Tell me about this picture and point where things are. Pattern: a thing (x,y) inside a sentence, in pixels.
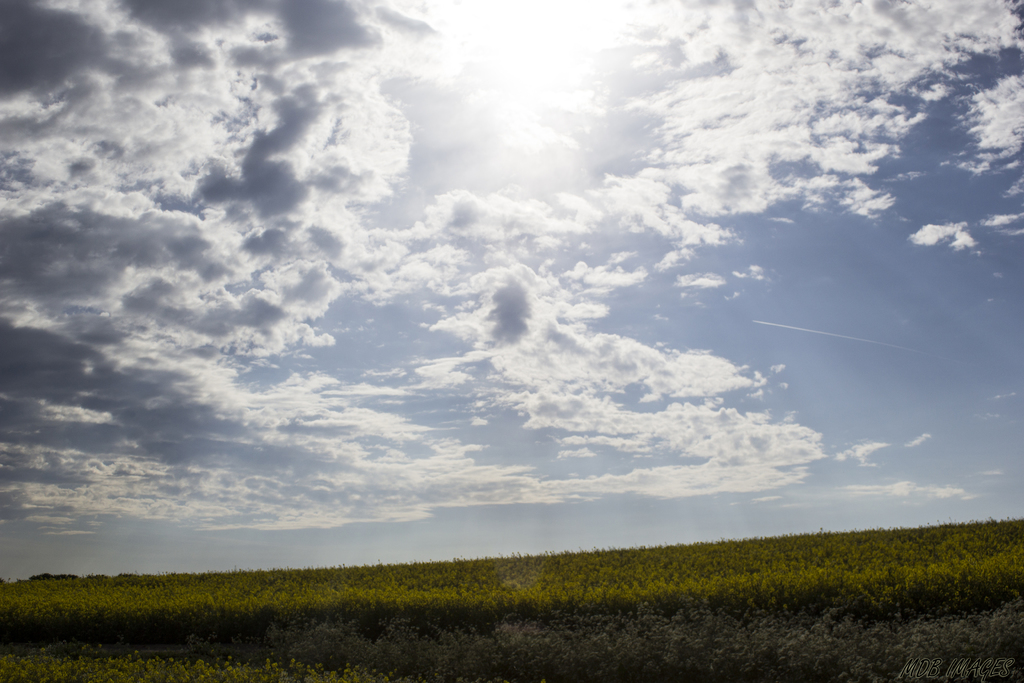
In the foreground of the image (494,610), at the bottom (357,591), there are plants (515,622). At the top (643,74), there is sun (569,82) and the sky (349,354).
